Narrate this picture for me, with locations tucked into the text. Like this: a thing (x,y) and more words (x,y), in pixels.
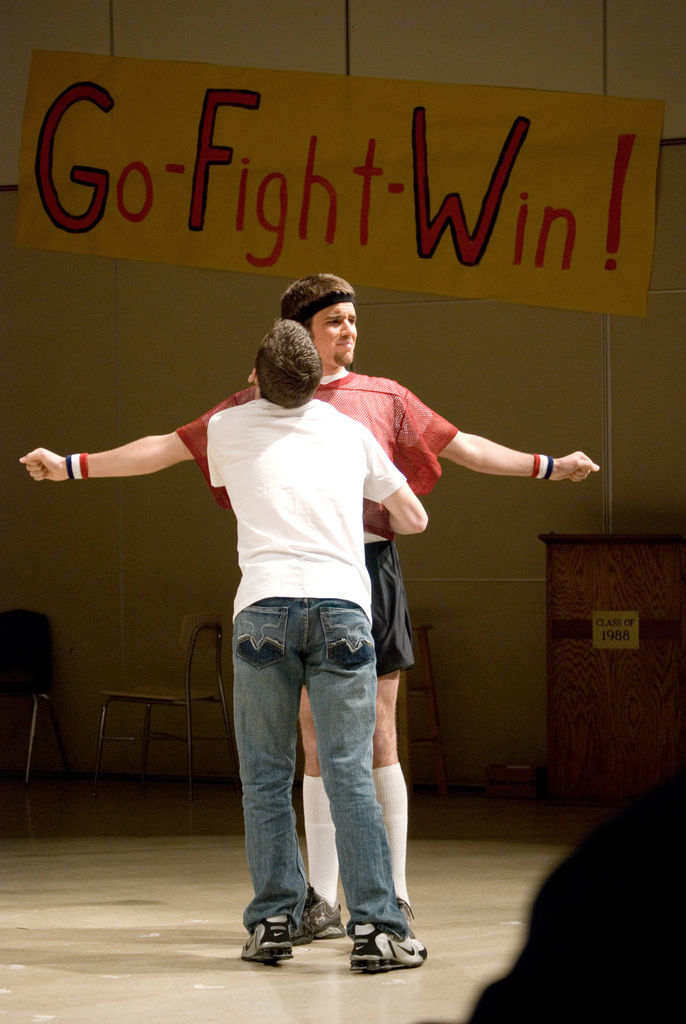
In this image in the center (300,530) there are two persons (306,563) who are standing, and in the background (43,679) there are some chairs (6,642) and board (256,99). On the board (256,99) there is some text (36,165) and a wall (459,354), on the right side (572,601) there is a table (600,720). At the bottom (75,977) there is floor (489,898).
